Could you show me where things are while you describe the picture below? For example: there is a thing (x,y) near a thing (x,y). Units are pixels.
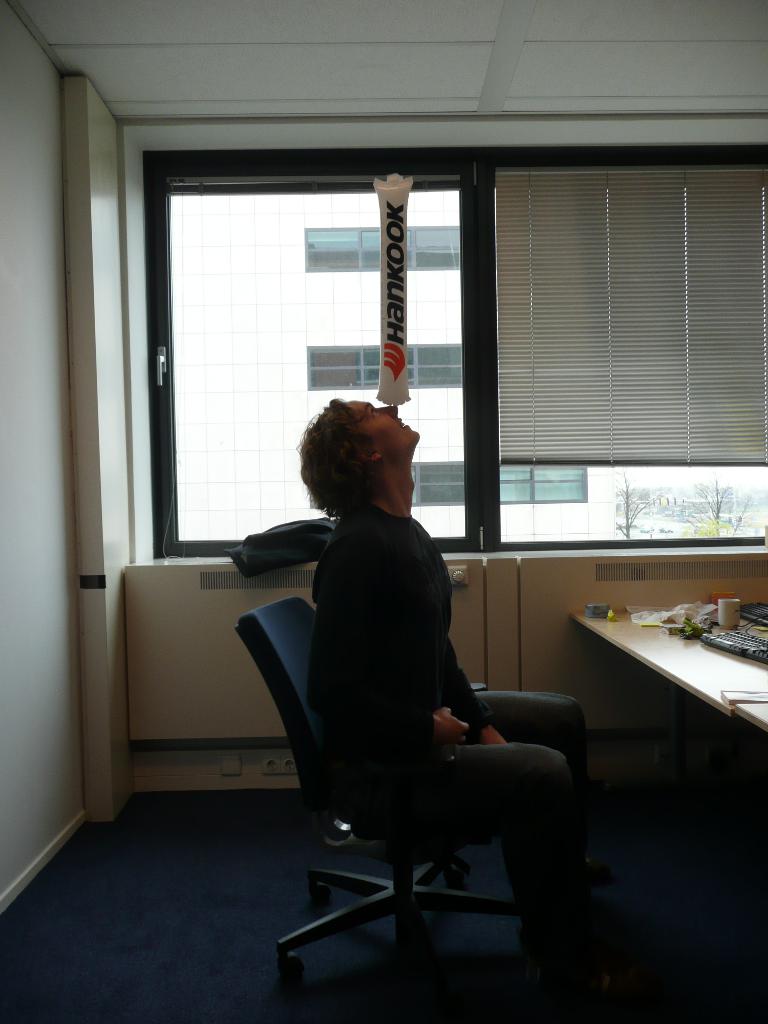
This is an inside view of a room (472,993). In the middle of the image (364,578) there is a person (330,695) sitting on the chair (315,777) facing towards the right side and looking at the upwards. On the right side (675,642) there is a table (698,681) on which few objects (710,624) are placed. On the left side (25,451) there is a wall (25,555). In the background (340,378) there is window (248,347) through which we can see the outside view. In the outside there is a building (258,405) and some trees (645,509).
